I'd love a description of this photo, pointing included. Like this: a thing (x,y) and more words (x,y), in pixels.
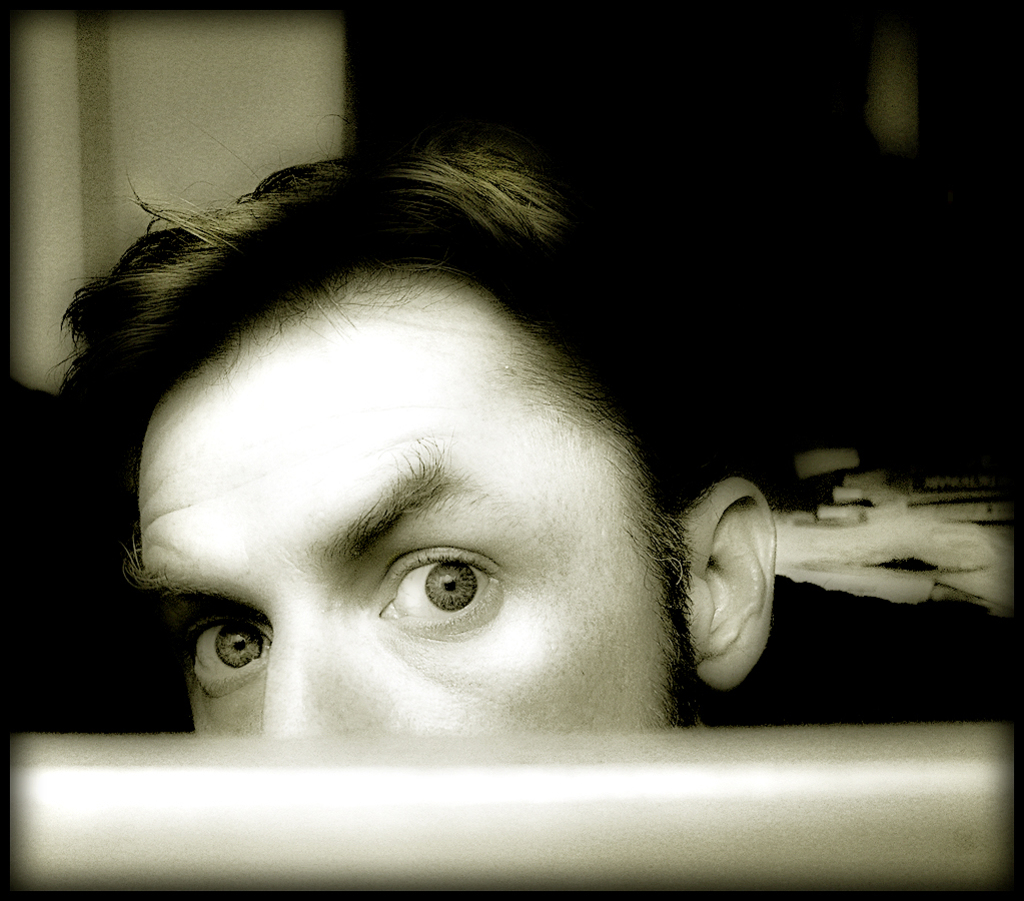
It looks like a black and white picture. We can see a human head (321,487). Behind the human head (319,399) there is the blurred background (744,116).
